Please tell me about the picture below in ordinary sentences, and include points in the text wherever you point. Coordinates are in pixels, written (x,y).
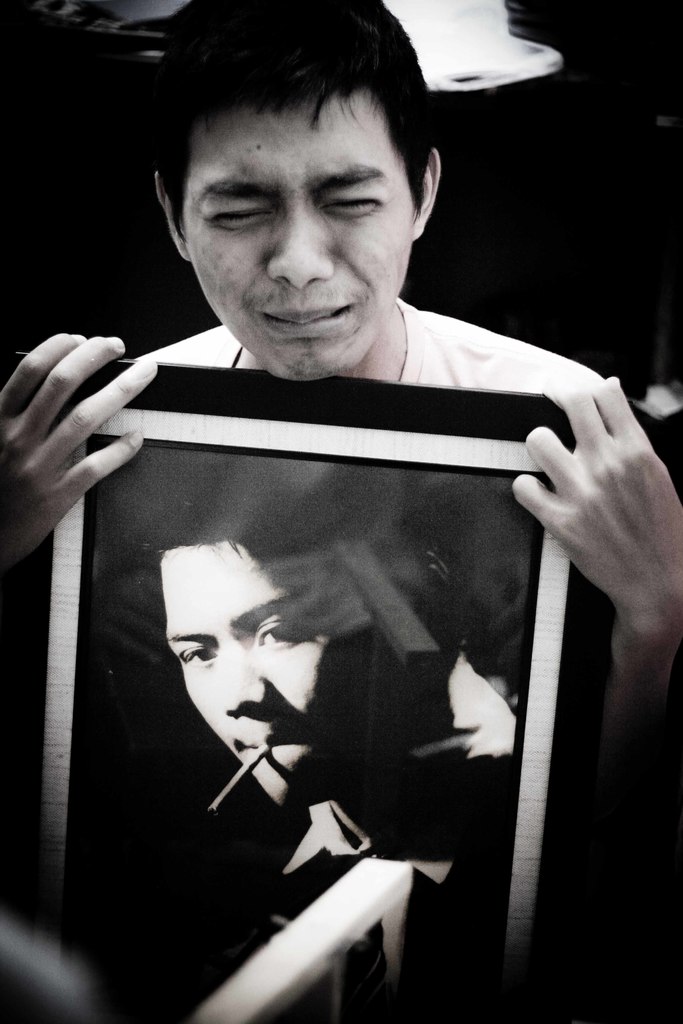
In this picture there is a man (419,323) holding a picture frame (202,431) in his hand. There is a picture (295,708) of a person (272,769) on the frame (341,725). The background (60,212) is dark.
